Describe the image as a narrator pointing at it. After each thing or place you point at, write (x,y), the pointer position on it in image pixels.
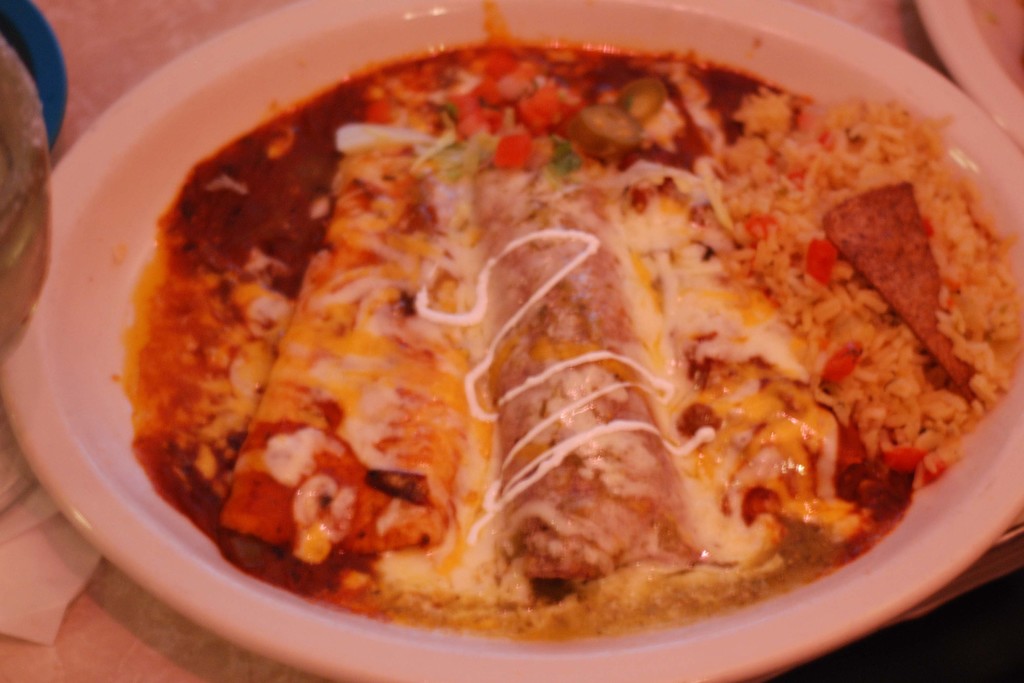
In this image we can see a plate (715,12) filled with food item (613,461).
